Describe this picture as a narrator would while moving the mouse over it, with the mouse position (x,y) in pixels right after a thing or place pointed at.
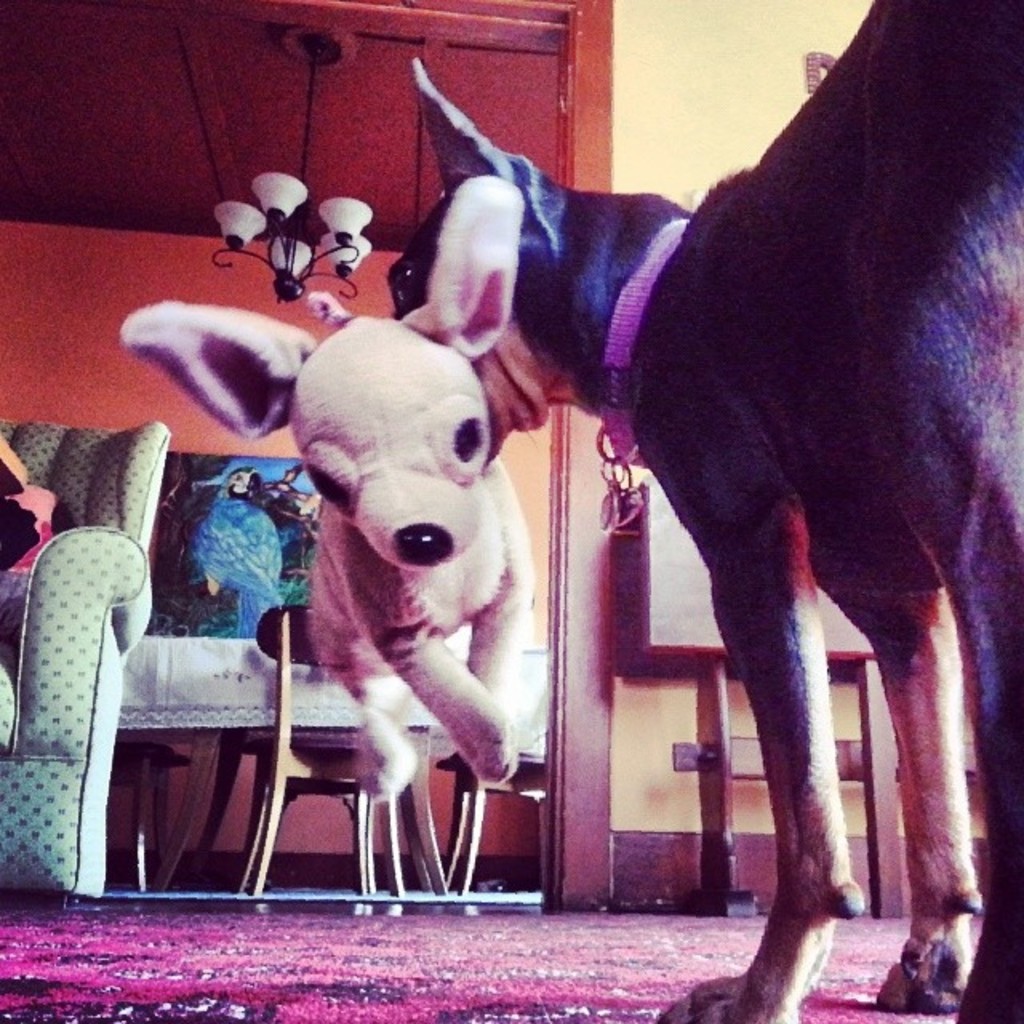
In this picture we can see a dog (683,376) and the dog (573,354) is holding a toy (502,479) with the help of mouth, on the left side of the image (94,623) we can see a sofa chair (94,623), in the background (179,556) we can find few lights (346,275) and a painting (219,523).
